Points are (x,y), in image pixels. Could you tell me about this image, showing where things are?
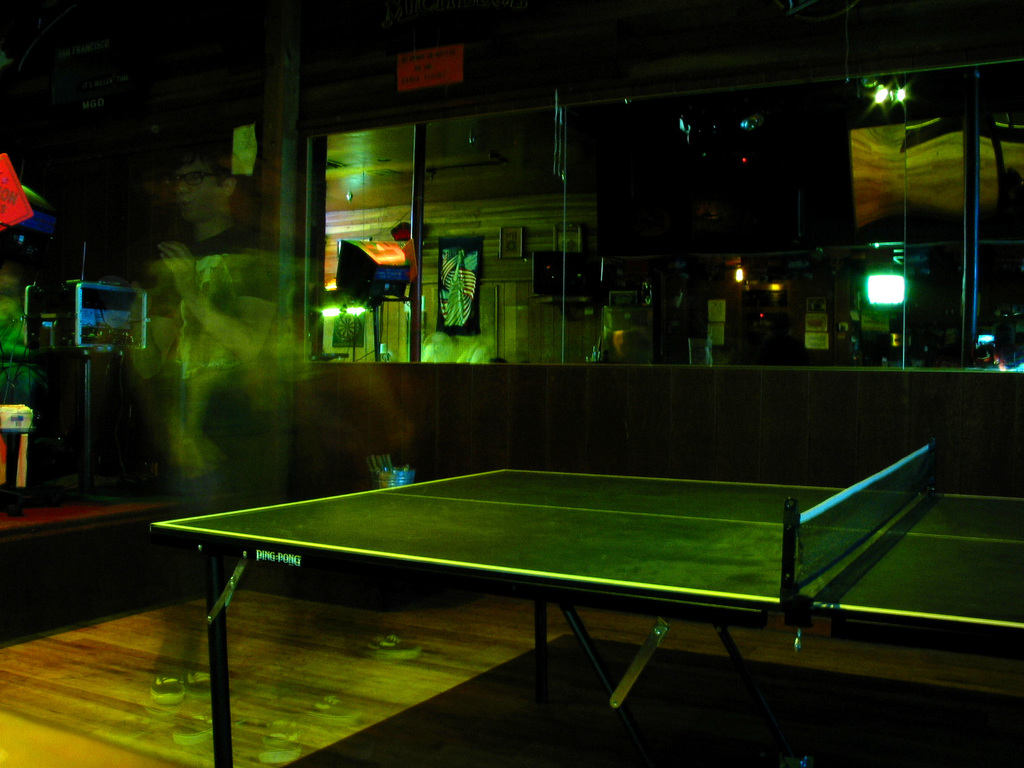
In the image I can see a table (601,583) which has a net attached to it. In the background (472,324) I can see framed glass wall (506,302), lights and some other objects (122,353) on the floor (2,679).
